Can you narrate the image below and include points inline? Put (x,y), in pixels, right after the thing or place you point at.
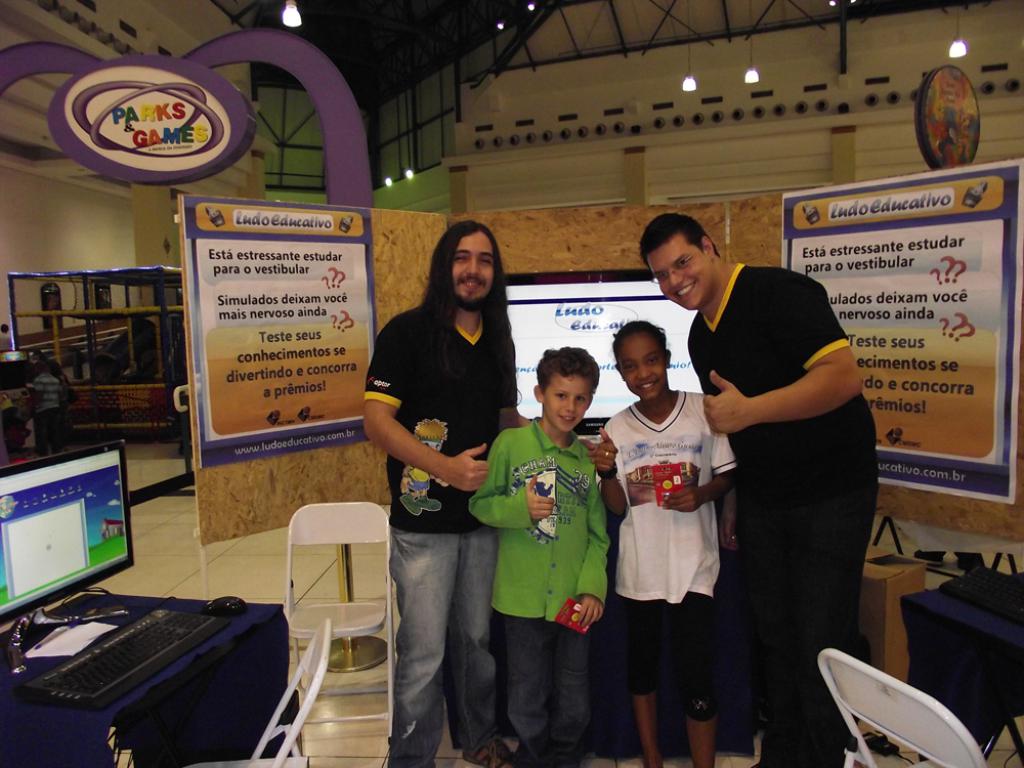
In this picture there are two kids (627,539) standing and holding an object (659,492) and there are two persons (785,393) standing on either sides of them and there is a desktop (601,338) and two sheets (938,316) which has something written on it is behind them and there is a table (185,706) in the left corner (199,702) which has a desktop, keyboard (116,657), mouse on it and there are two chairs (942,732) in front of them.
